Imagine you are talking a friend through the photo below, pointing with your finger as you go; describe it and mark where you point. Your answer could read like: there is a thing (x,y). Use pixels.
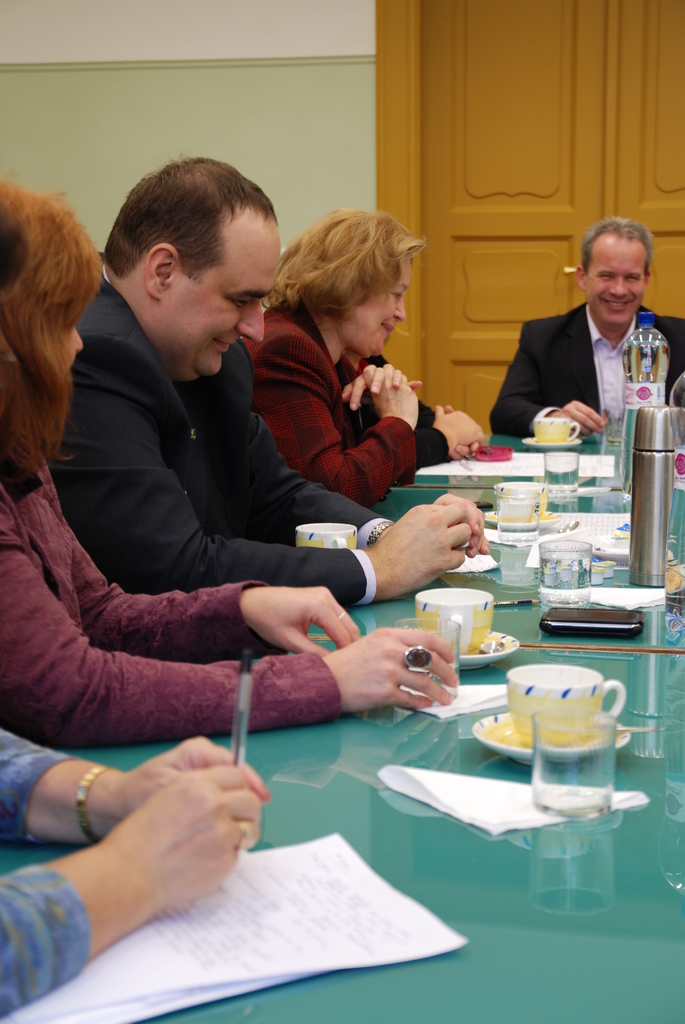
In the picture we can see two men (541,374) and three women (74,265) are sitting near the table (576,992), on the table (401,1021), we can see some cup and saucers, tissues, glasses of water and one woman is holding a pen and under her hand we can see some papers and in the background (11,58) we can see a wall (50,49) with a door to it.
